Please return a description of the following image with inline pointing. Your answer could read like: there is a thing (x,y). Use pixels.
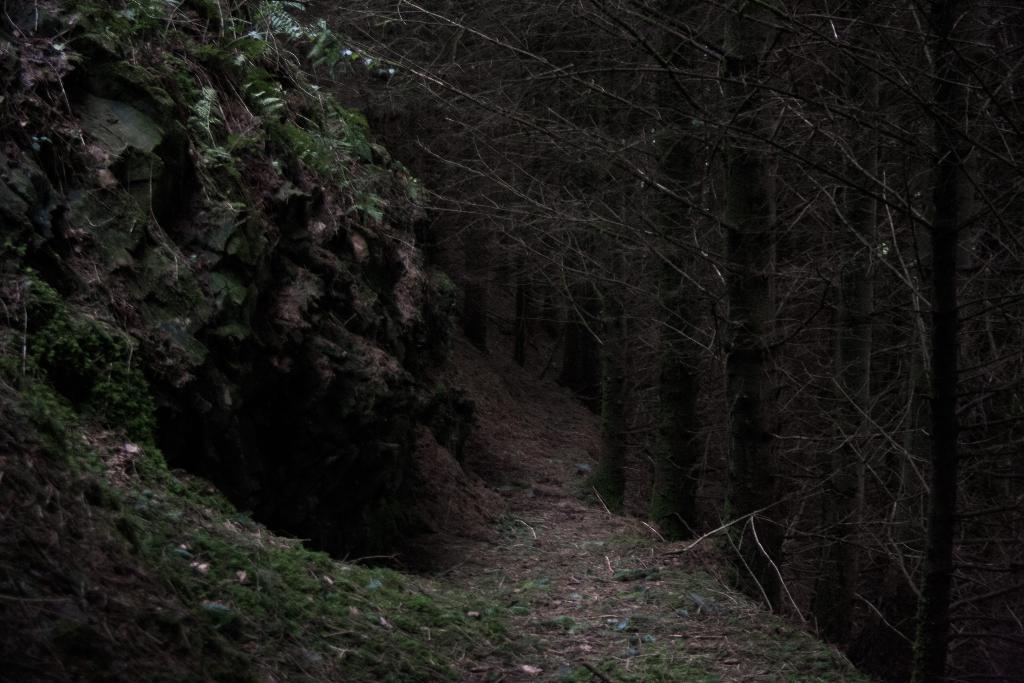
In the picture we can see a rock slope (423,444) with plants (273,161) and beside it, we can see the trees (761,284).
